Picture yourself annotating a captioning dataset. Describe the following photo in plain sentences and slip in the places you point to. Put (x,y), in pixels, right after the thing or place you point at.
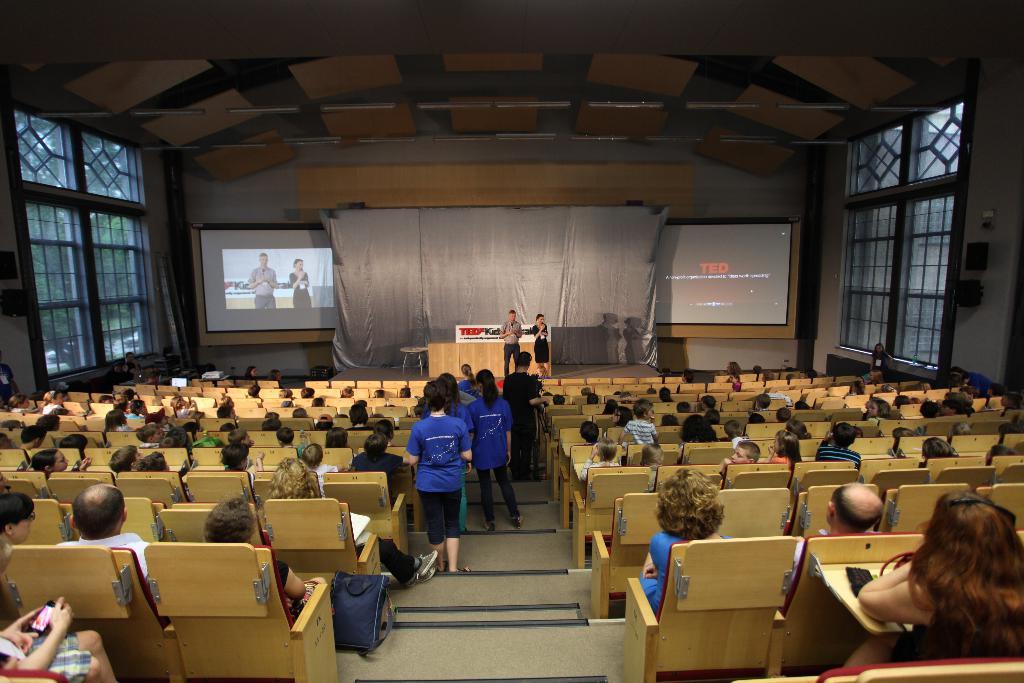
In this image there are group of people (62,615) sitting on the chairs (572,444), group of people (529,472) standing, stage (423,365), table (477,357), chair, screens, windows (30,244), speakers (5,263).
